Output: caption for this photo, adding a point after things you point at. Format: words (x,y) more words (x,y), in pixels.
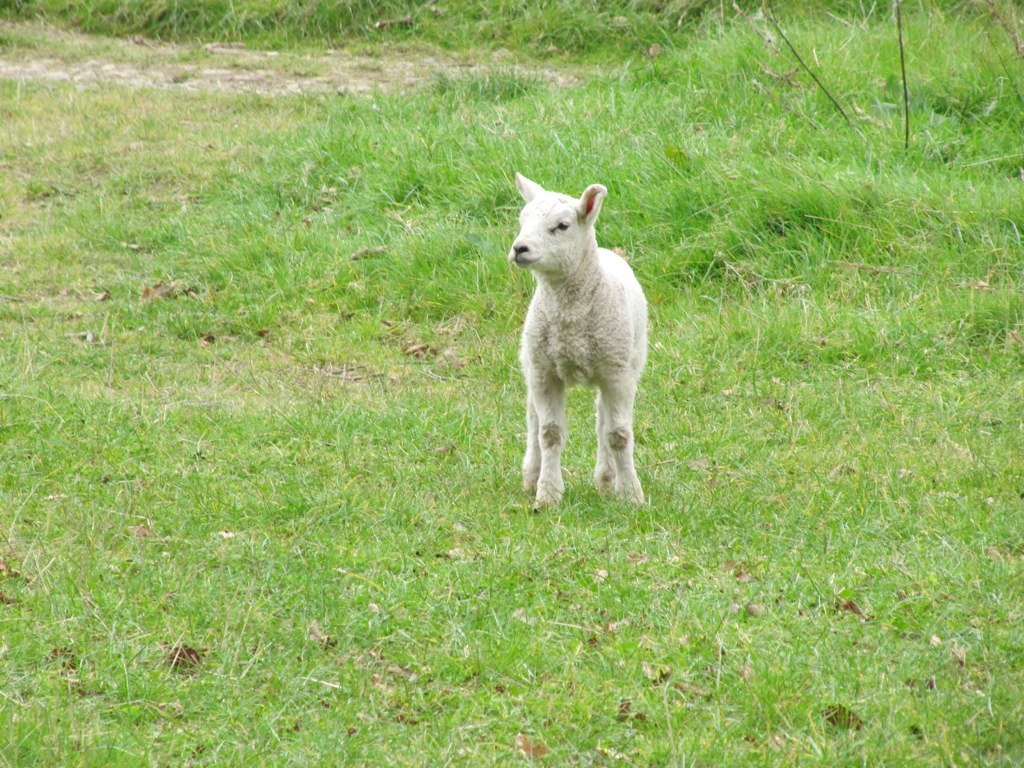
In the image there is a lamb (565,397) standing on the ground (391,383). And also there is grass (181,294) on the ground (192,183).
